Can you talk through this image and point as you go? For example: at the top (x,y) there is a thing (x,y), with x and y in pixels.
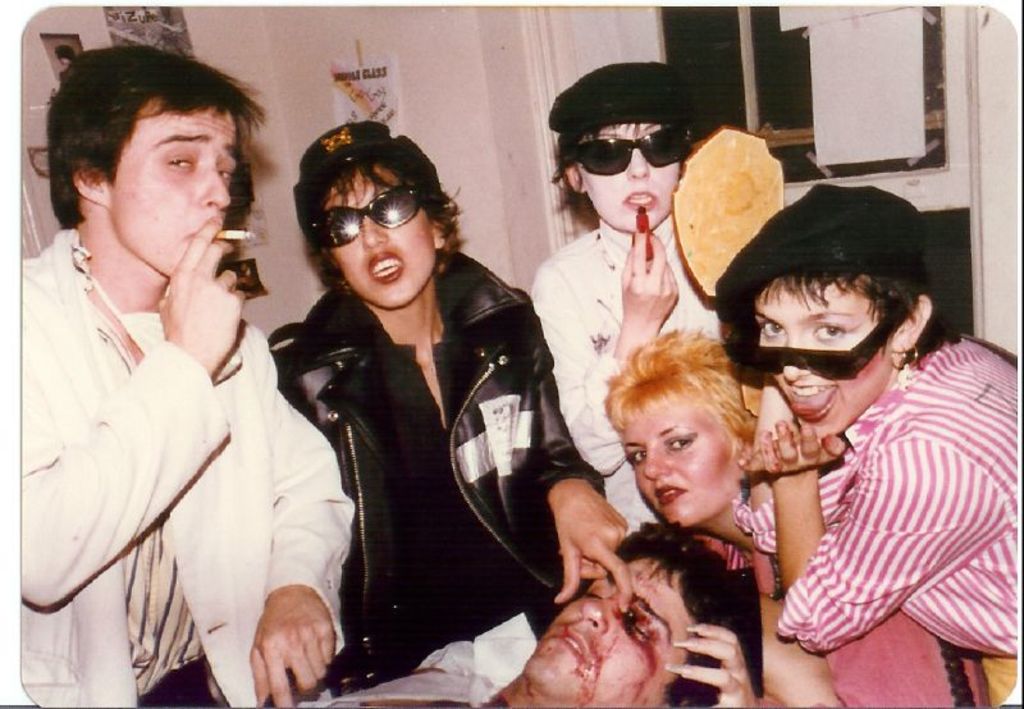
In the picture we can see some people (961,686), one man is smoking and one woman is wearing a black color jacket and cap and one woman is wearing a make up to herself with lipstick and holding a mirror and near them we can see a man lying he is with some blood marks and in the background (980,288) we can see a wall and a glass window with some papers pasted to it.
